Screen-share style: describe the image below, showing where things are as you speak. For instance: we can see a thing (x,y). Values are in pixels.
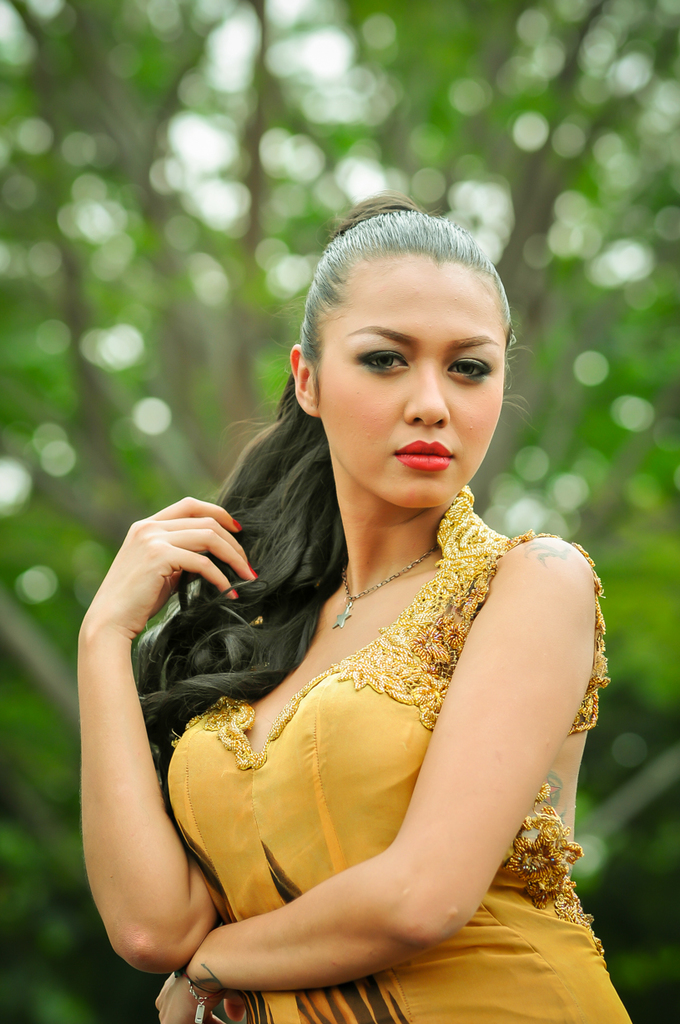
In this picture I can see there is a woman (168,785) standing and she is wearing a yellow color dress (519,905) and a necklace (346,611). In the backdrop (330,214), it looks like there is a tree (231,250) and the backdrop of the image (209,138) is blurred.
